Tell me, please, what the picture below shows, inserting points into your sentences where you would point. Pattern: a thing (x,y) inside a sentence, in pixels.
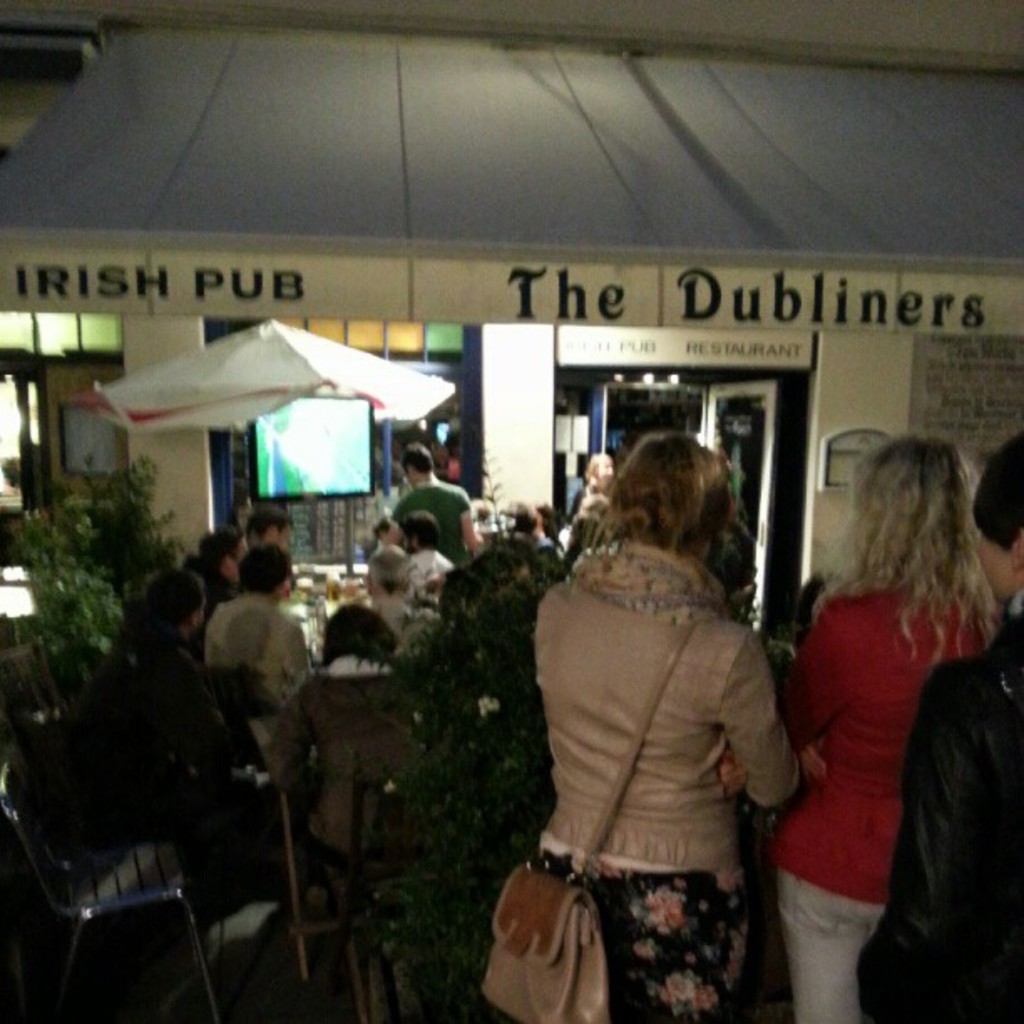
There are few people (693,752) standing and a group of people (390,635) sitting on the chairs (249,714). This looks like a television (318,452). I think this is a restaurant (848,399) with a door (615,412) and windows (416,367). This is a name board (721,285). I think this is a kind of a patio umbrella (251,343). These are the trees (93,618).
